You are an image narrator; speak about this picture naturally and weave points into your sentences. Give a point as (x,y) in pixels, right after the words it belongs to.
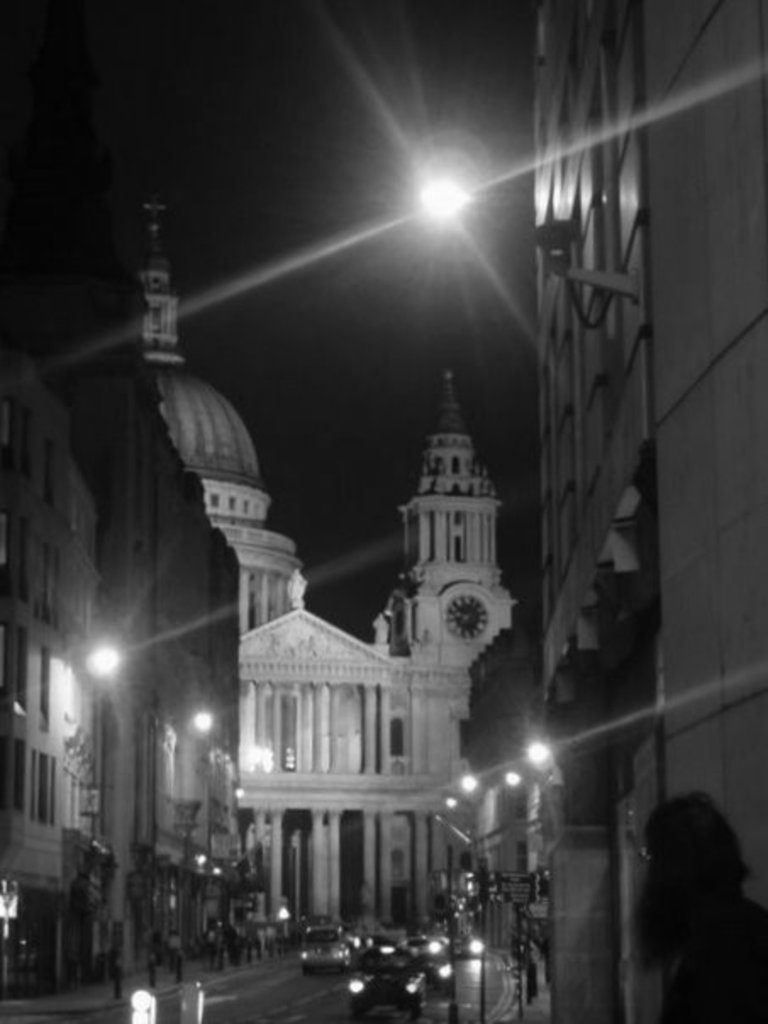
In this image I can see few buildings (376,839) and on these buildings (470,761) I can see number of lights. In the centre of this image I can see a road (246,1010) and on it I can see few vehicles (332,951). I can also see this image is black and white in colour.
